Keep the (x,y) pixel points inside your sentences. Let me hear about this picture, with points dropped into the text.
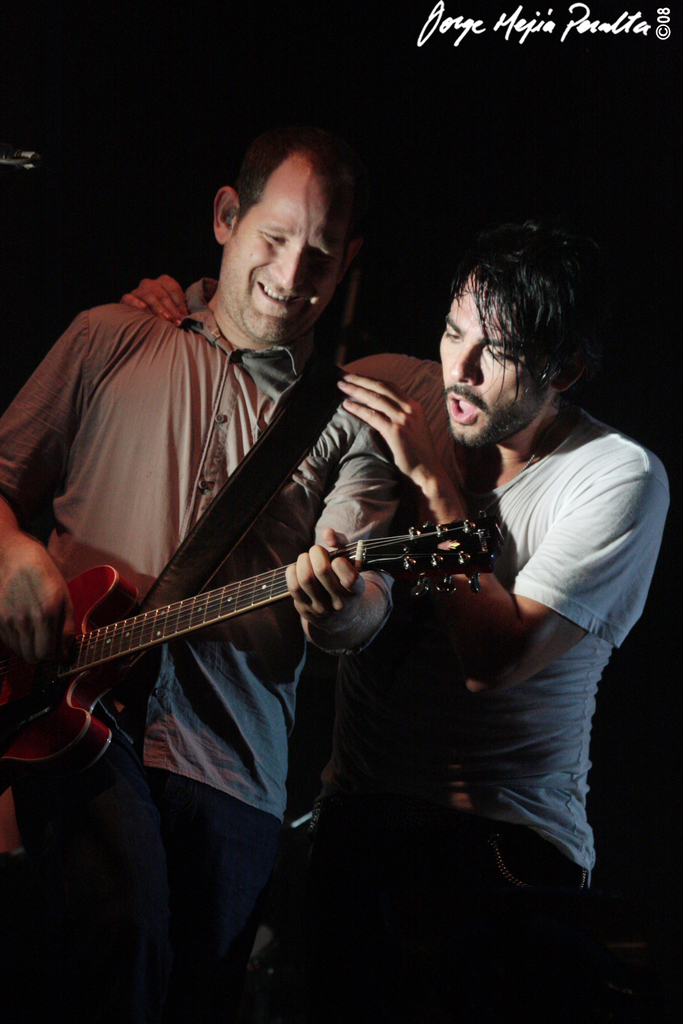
The two people (311,489) are standing and one is playing a musical instrument (486,562).
